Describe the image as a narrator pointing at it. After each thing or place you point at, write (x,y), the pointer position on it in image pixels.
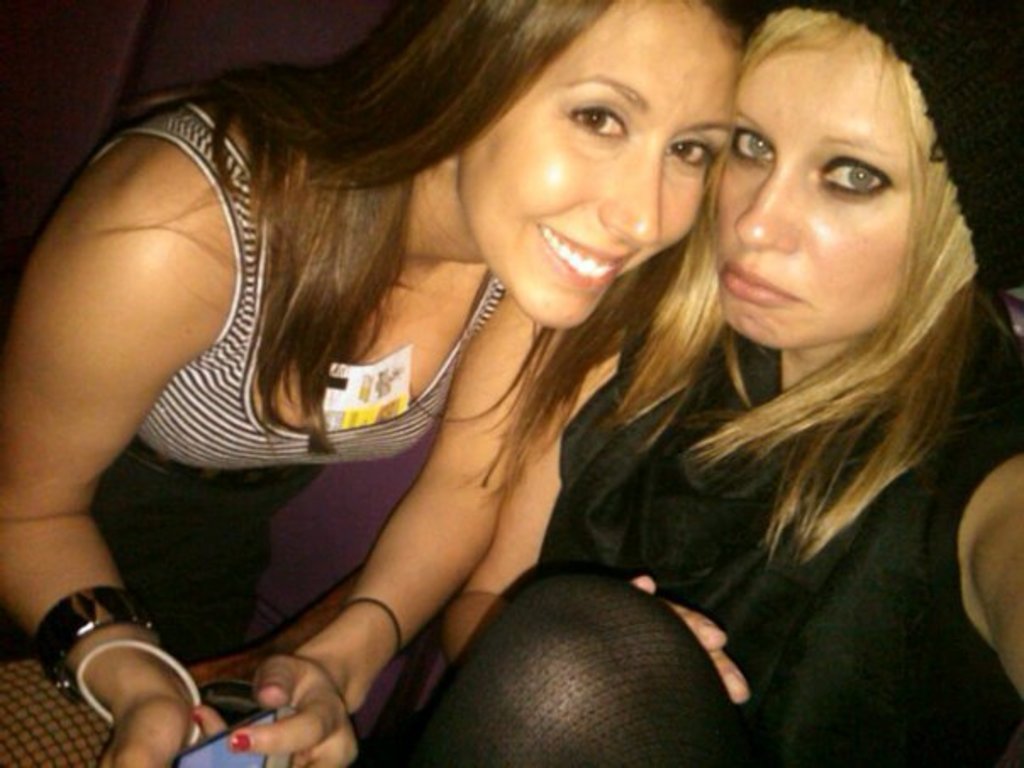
In this image, we can see two persons (539,537) wearing clothes (201,154).
